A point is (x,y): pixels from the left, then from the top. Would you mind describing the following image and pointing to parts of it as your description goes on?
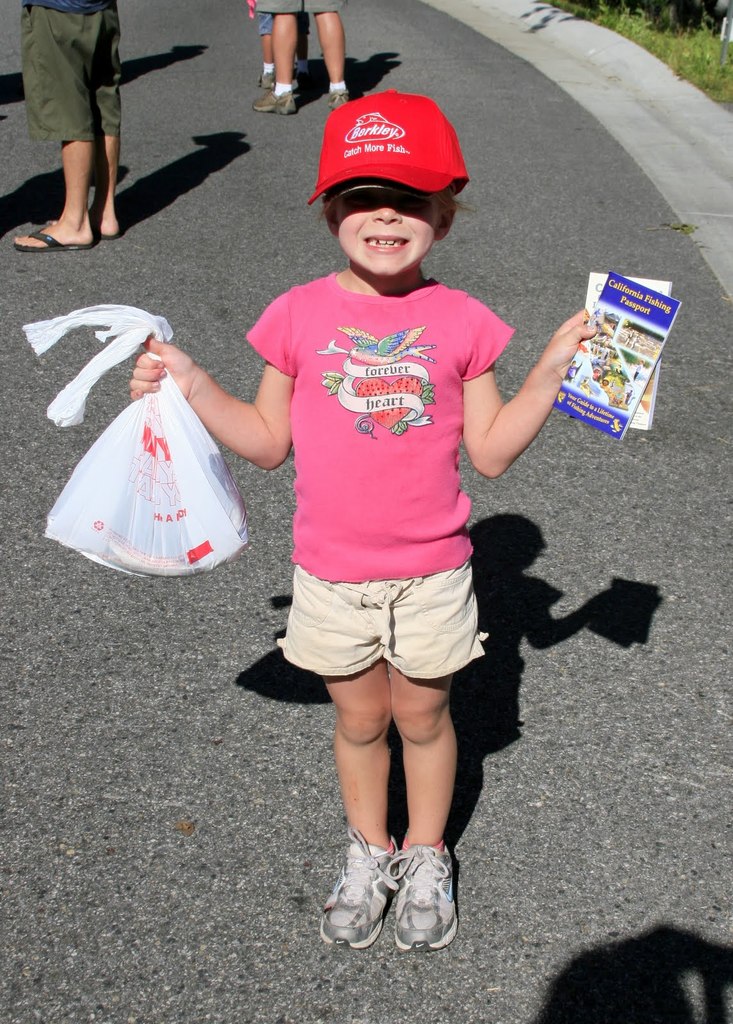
In this picture there is a girl (414,118) who is wearing cap (420,110), t-shirt (369,497), short (292,635) and shoes (406,879). She is holding a plastic cover (168,461) and books (594,287). At the top (337,59) I can see the person's leg (331,67) who is wearing short (330,4) and shoes (276,100). In the top left corner (82,219) I can see another person's leg (64,239) who is wearing short (89,86) and slippers (50,244). Beside him I can see other person's shadow (54,209) on the road (210,249). In the top right corner (706,58) I can see the plants (704,32) and grass (704,32).
